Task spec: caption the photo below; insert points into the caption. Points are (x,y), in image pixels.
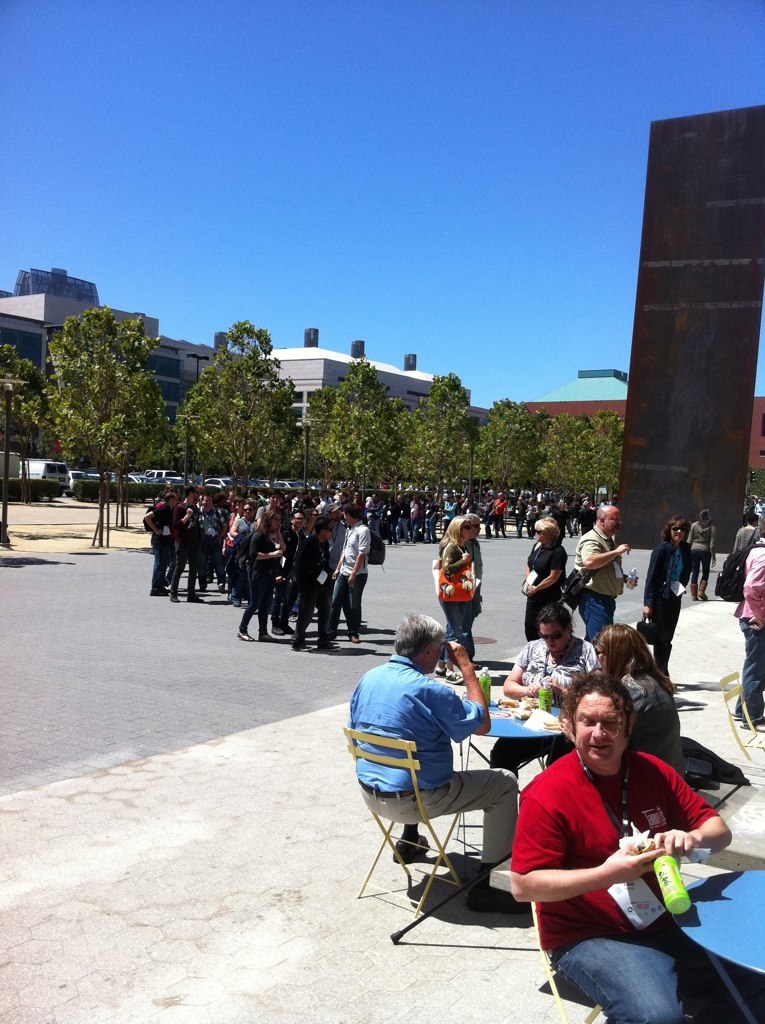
Here in this picture, in the front (478,749) we can see a group of people (522,693) sitting on chairs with table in front of them having some things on it and beside them on the road (183,641) we can see number of people (332,539) standing in groups (325,548) and we can also see some people (368,548) are walking on the road (262,673) and we can also see plants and trees (246,464) present and we can see vehicles (81,471) present in the far and we can also see buildings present and we can see the sky (463,361) is clear and we can see some people (343,559) are carrying bags (370,539) with them.
